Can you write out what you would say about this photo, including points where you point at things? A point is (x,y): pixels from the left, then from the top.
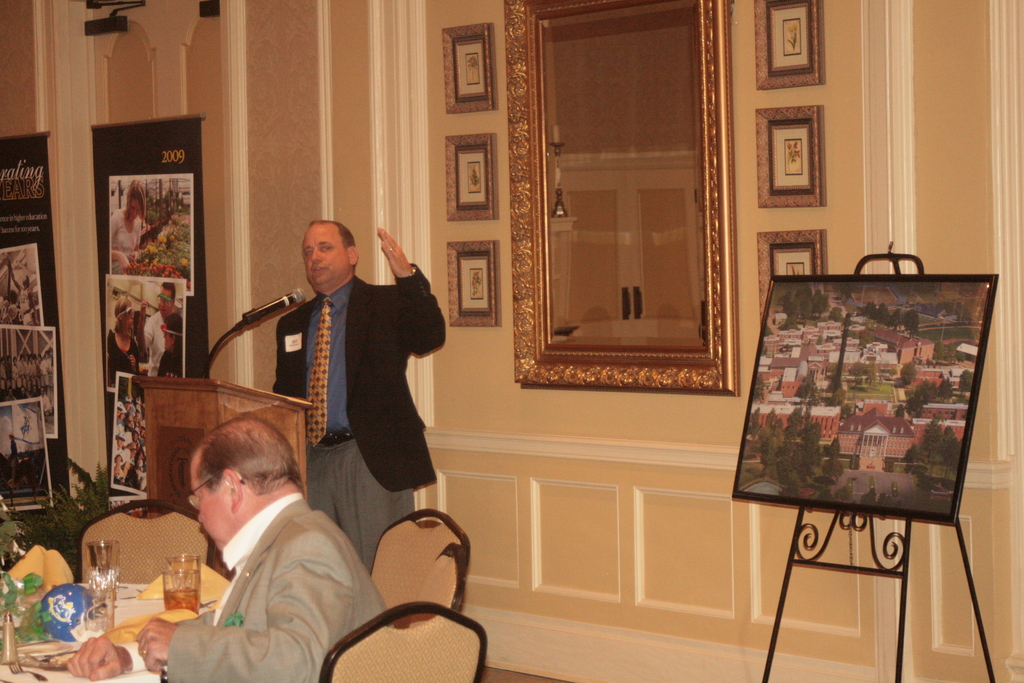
On the background (653,125) we can see mirror (607,232), wall (438,130) and few frames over a wall (373,208). These are flexis (147,285). Here we can see one man (388,366) standing in front of a podium (184,403) and talking. This is a mic (275,310). Here we can see one picture (845,379). We can see one man (324,597) sitting on chair (406,612) in front of a table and on the table (207,612) we can see drinking glasses (186,597), flower vase (26,624).
